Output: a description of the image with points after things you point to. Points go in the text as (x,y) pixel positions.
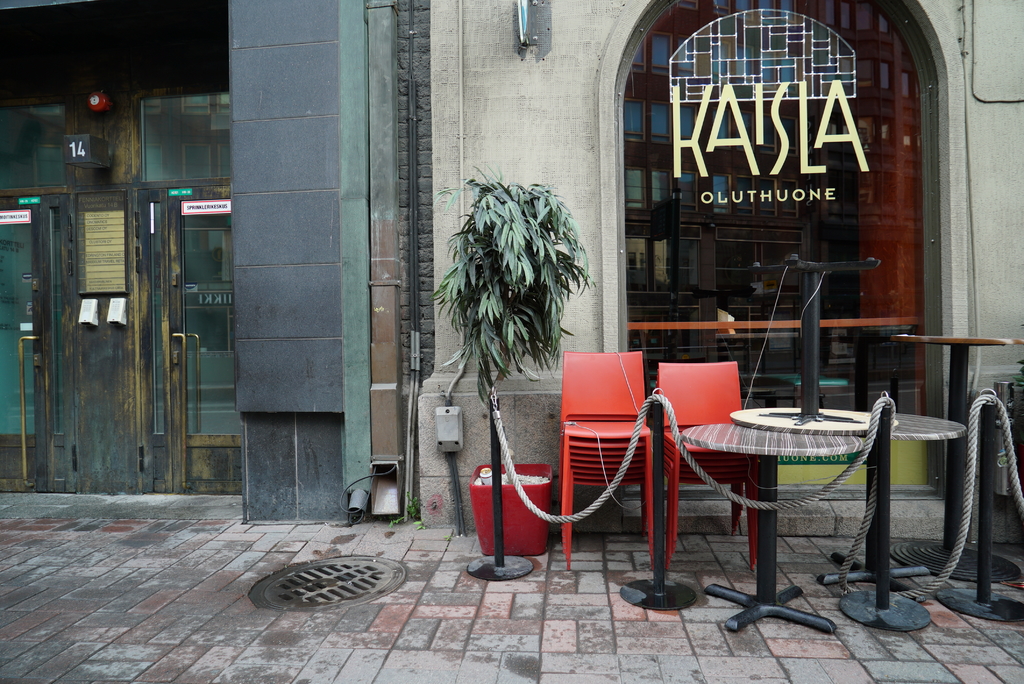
In this picture I can see the rope fence (502,464). I can see sitting chairs (735,463), tables (725,433) on the right side (714,384). I can see the door (193,406) on the left side (193,419). I can see the glass window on the right side (724,206).
